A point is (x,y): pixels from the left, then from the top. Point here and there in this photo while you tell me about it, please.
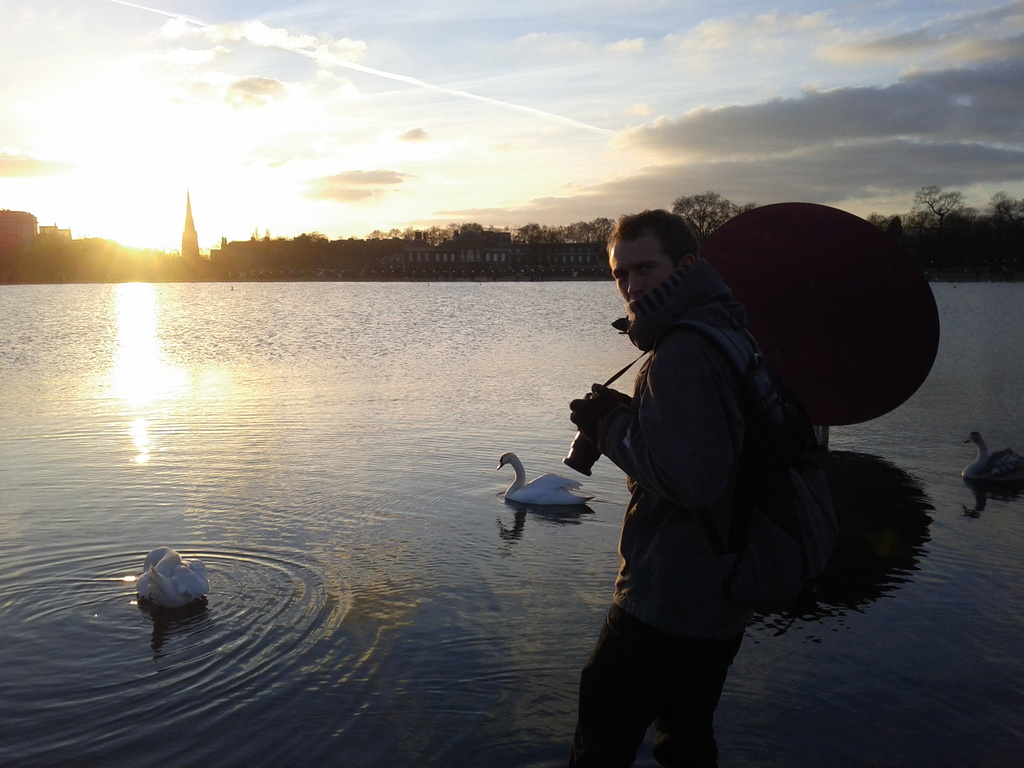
In this picture I can see a man (645,271) on the right side (687,614), in the middle (540,504) there are birds (187,593) on the water (325,578). In the background (742,206) I can see the trees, buildings (468,261). At the top (468,216) there is the sky (430,125).
